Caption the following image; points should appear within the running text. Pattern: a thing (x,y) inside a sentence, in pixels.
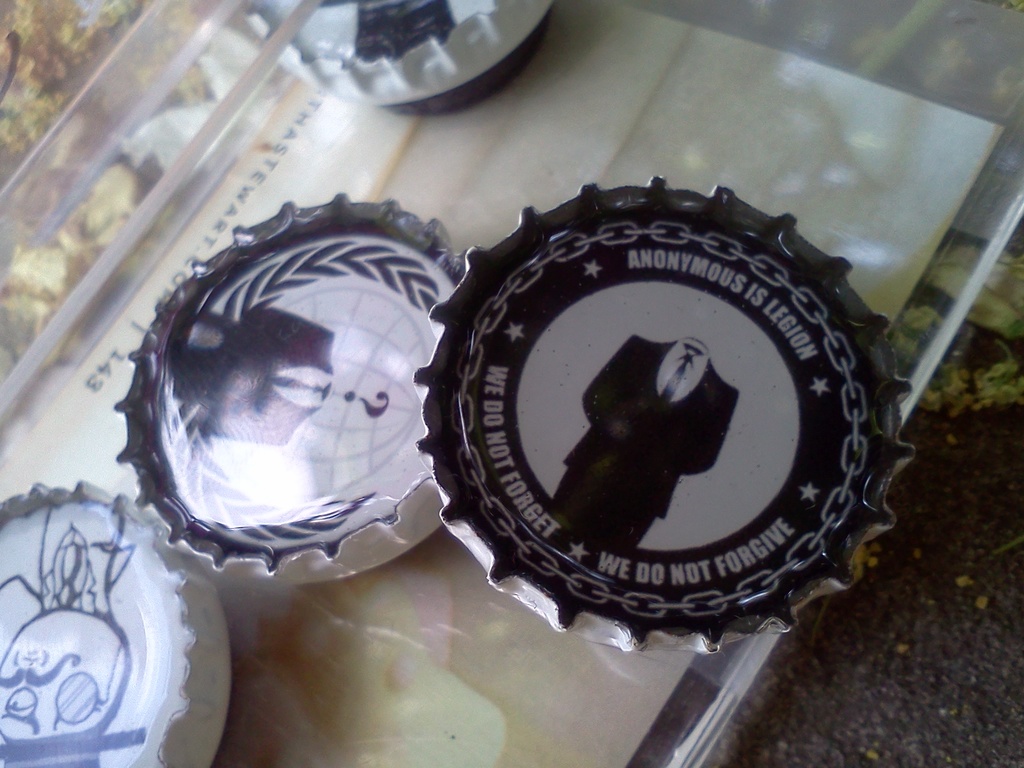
In this image I can see four bottle crowns (273,498) with some images (344,386) below the crown (605,349) on a glass plate (644,101).
